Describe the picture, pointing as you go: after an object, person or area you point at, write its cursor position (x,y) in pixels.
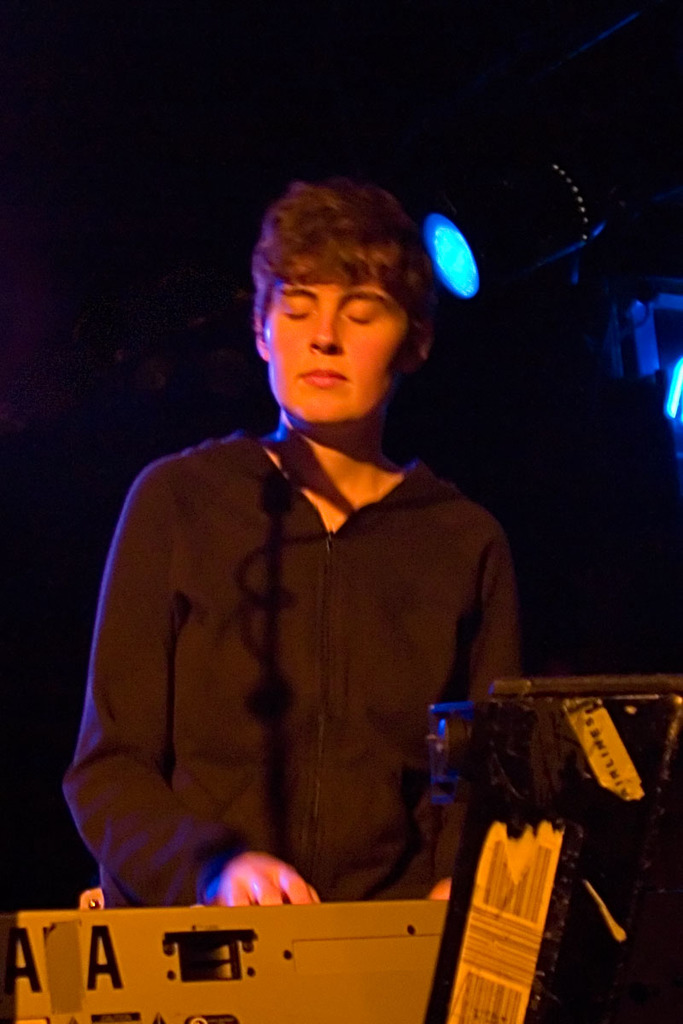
In this image there is a person (366,733) standing in front of some objects (519,916). On the right side of the image (652,321) there are lights (679,368).
